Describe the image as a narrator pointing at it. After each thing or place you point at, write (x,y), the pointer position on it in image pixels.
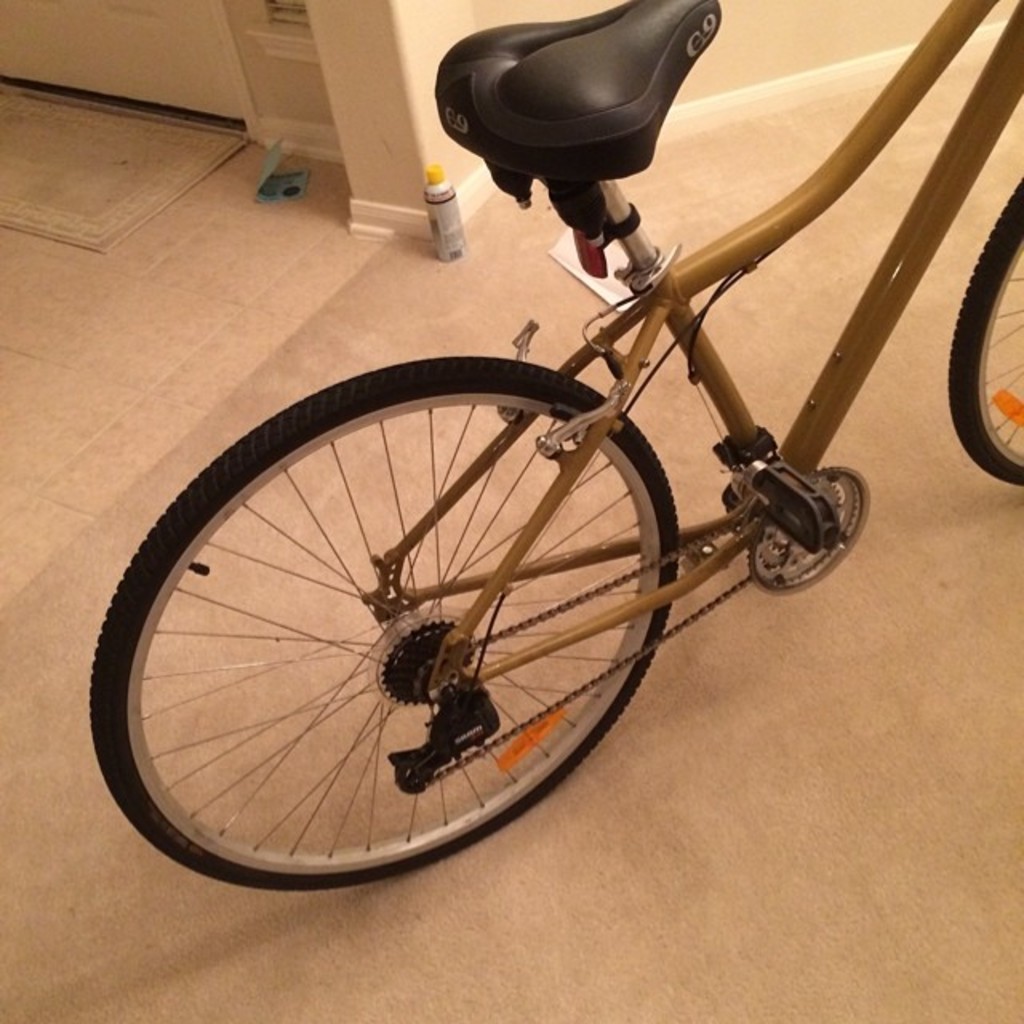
In this image we can see cycle (522,549) on the floor (305,625). In the background (110,185) there is a mat (133,183), door (209,101) and wall (280,101).
